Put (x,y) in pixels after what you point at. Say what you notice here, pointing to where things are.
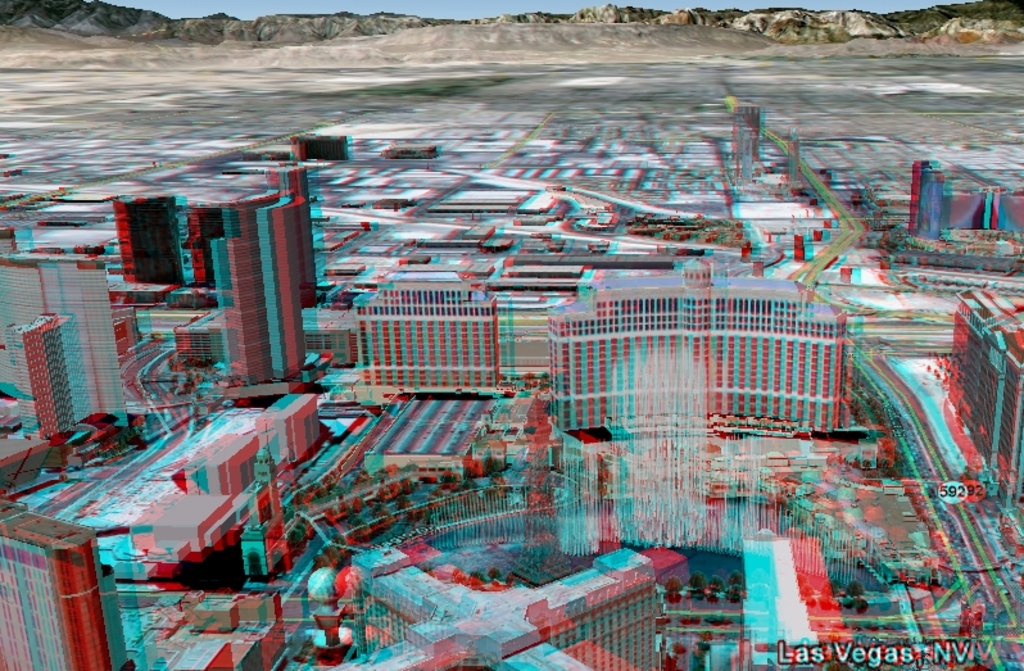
In the picture we can see a photograph of Aerial view of a city (412,118) with many buildings (559,670), roads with vehicles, tower buildings (979,429), grass surfaces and in the background (266,40) we can see hills (148,40) and behind it we can see a sky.
